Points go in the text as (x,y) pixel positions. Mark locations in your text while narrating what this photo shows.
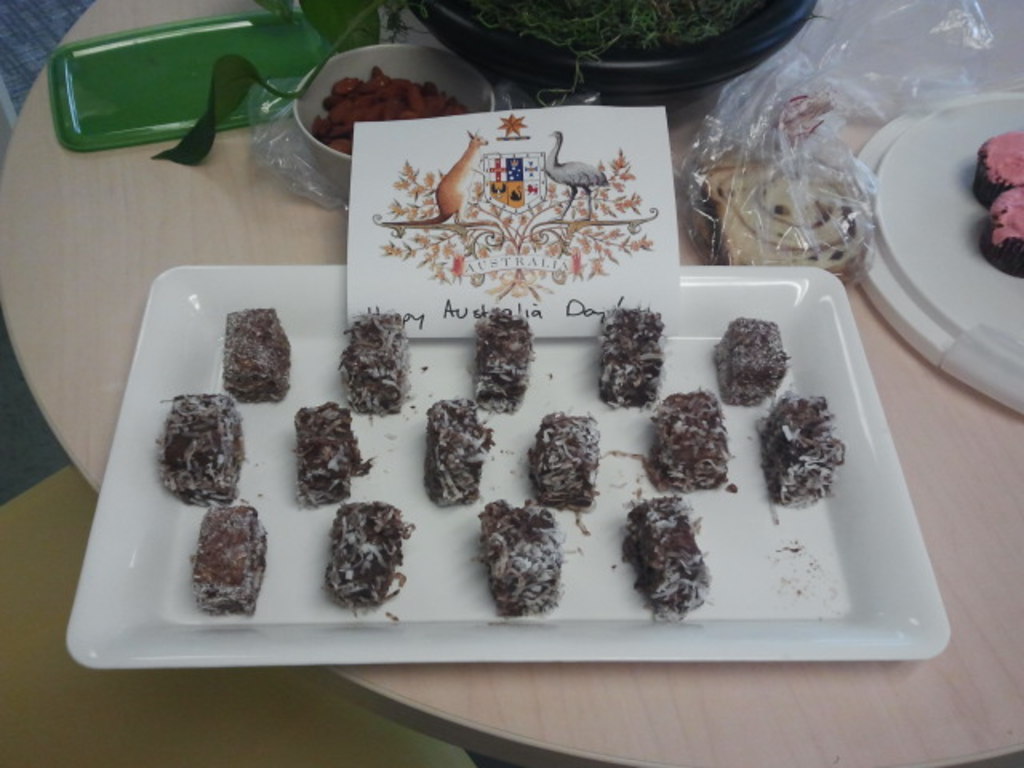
On this wooden table (70,36) there is a plate (865,464), bowl (484,104), card (524,231), plastic cover (814,164), food (1010,219) and objects (164,101).
